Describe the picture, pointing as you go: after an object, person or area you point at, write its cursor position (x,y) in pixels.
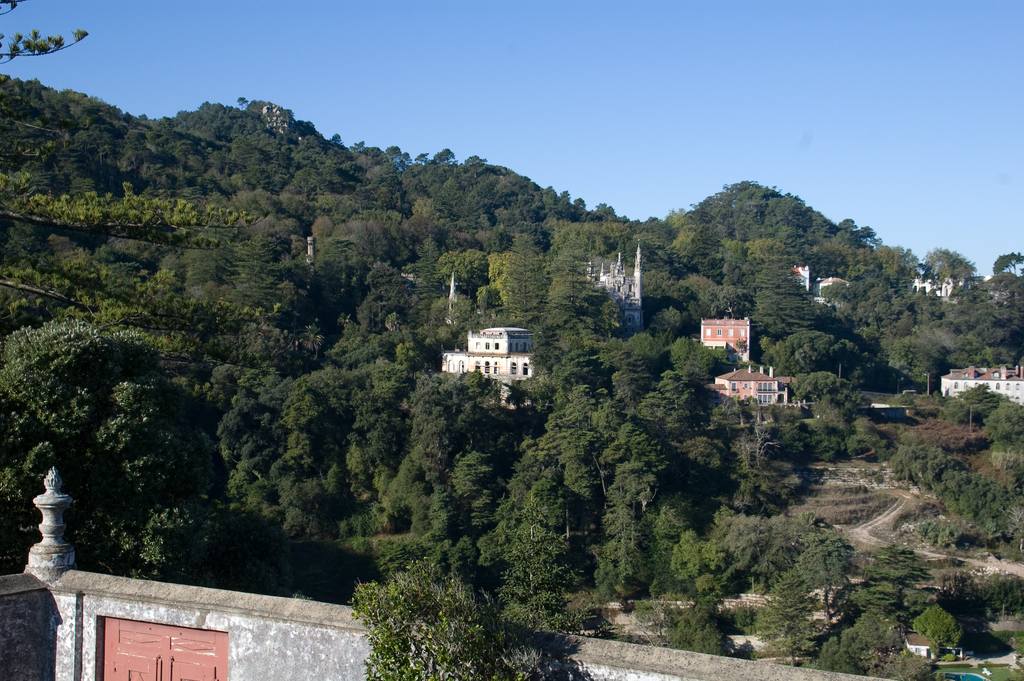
In this image we can see there are so many trees (472,437) and buildings (526,361), also we can see the wall (249,613) with doors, in the background (329,77) we can see the sky (373,98).
